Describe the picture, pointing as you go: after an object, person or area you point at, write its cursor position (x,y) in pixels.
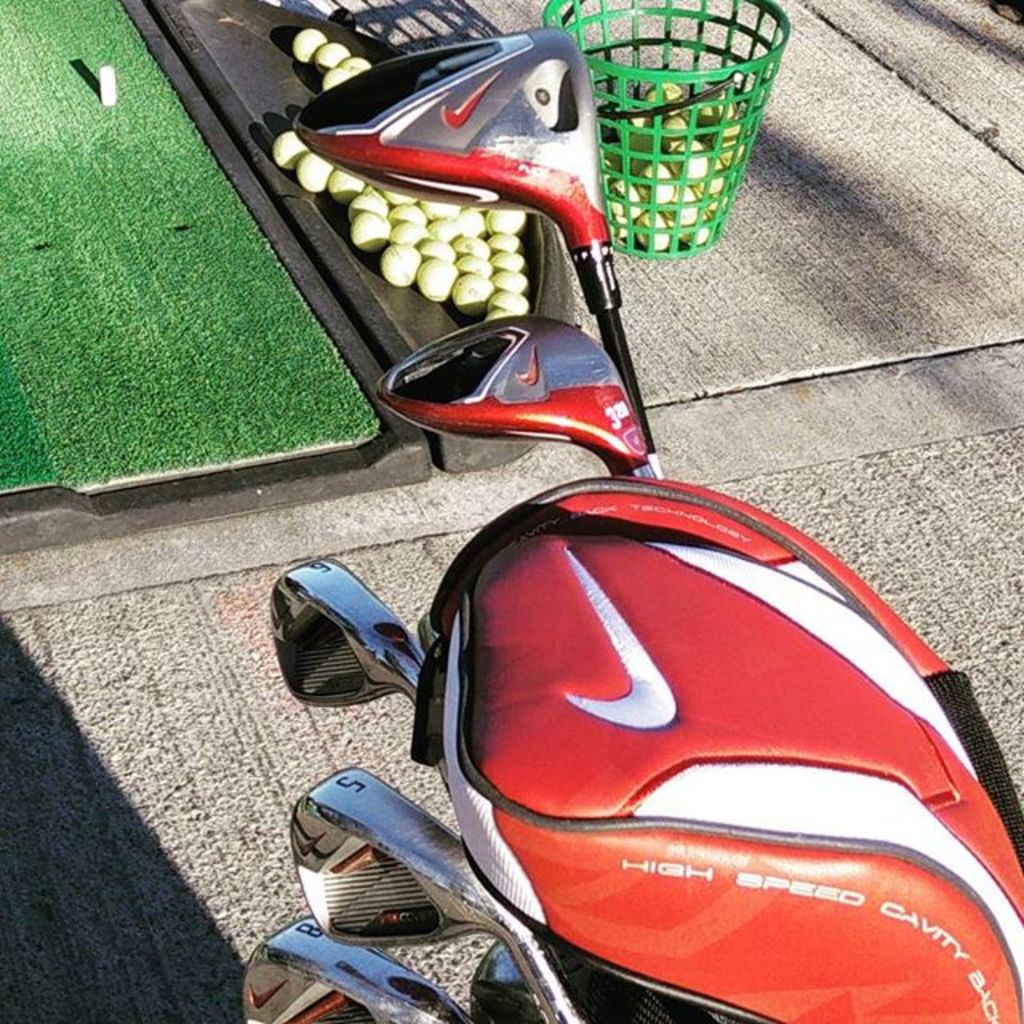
In the foreground of this image (544,593), we see a red colored bag (668,622) with golf clubs (405,624) in it. In the background (870,223), on surface (728,240) we see a green basket (702,153) with balls (619,187). On left top corner (155,211), there is a green mat (113,199).
